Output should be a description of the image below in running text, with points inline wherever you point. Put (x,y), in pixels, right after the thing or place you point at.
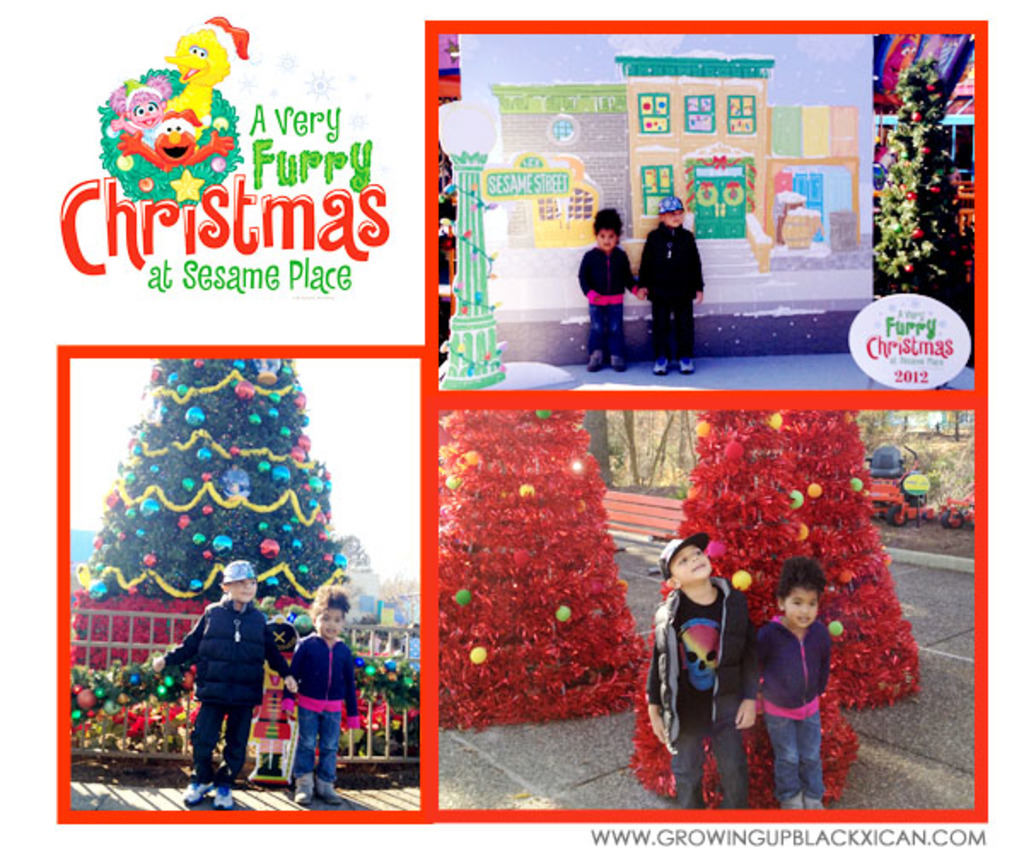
In the picture I can see collage image, two children (740,607) are taking pictures in different places and there are few words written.
